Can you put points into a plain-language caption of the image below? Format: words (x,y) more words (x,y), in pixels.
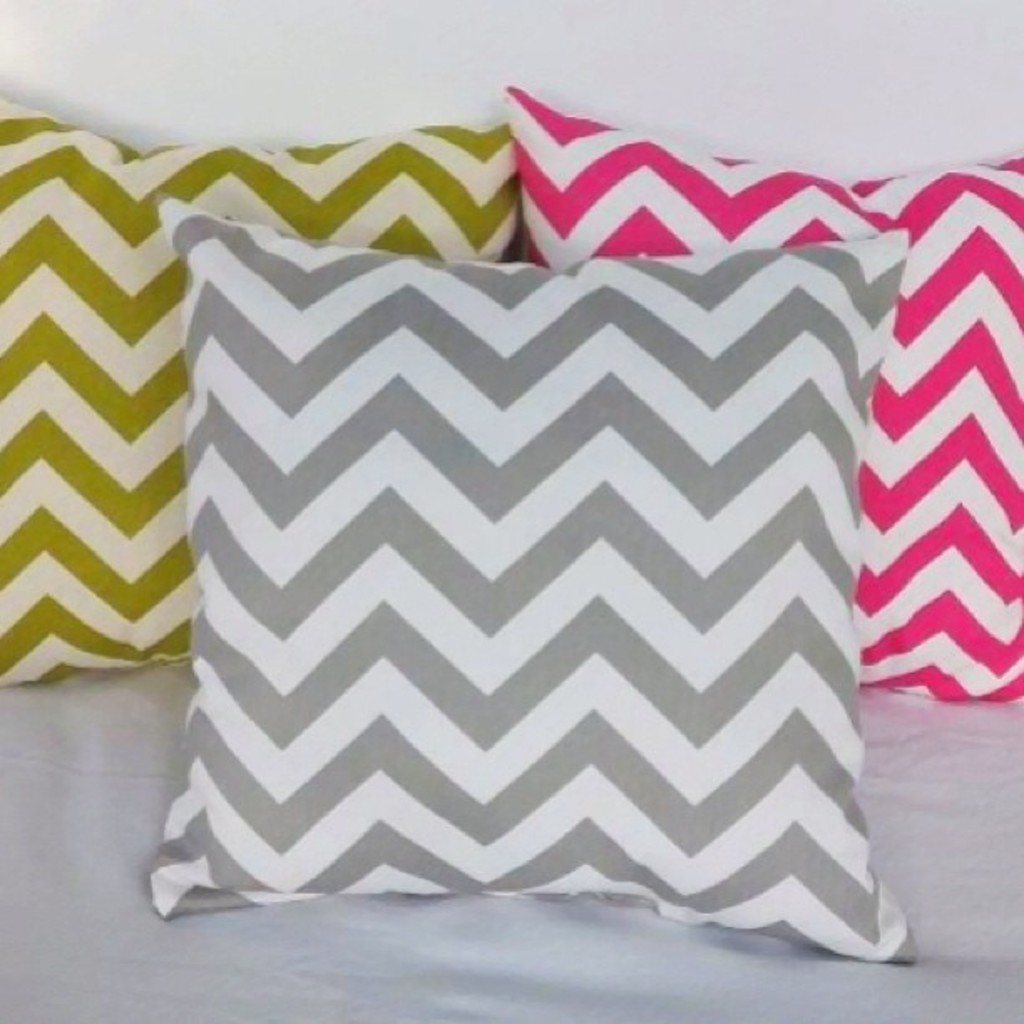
In this image I can see three pillows (565,538) on a surface (837,1008). These pillows (794,755) has some designs (424,519). The background of the image (555,69) is white in color.
